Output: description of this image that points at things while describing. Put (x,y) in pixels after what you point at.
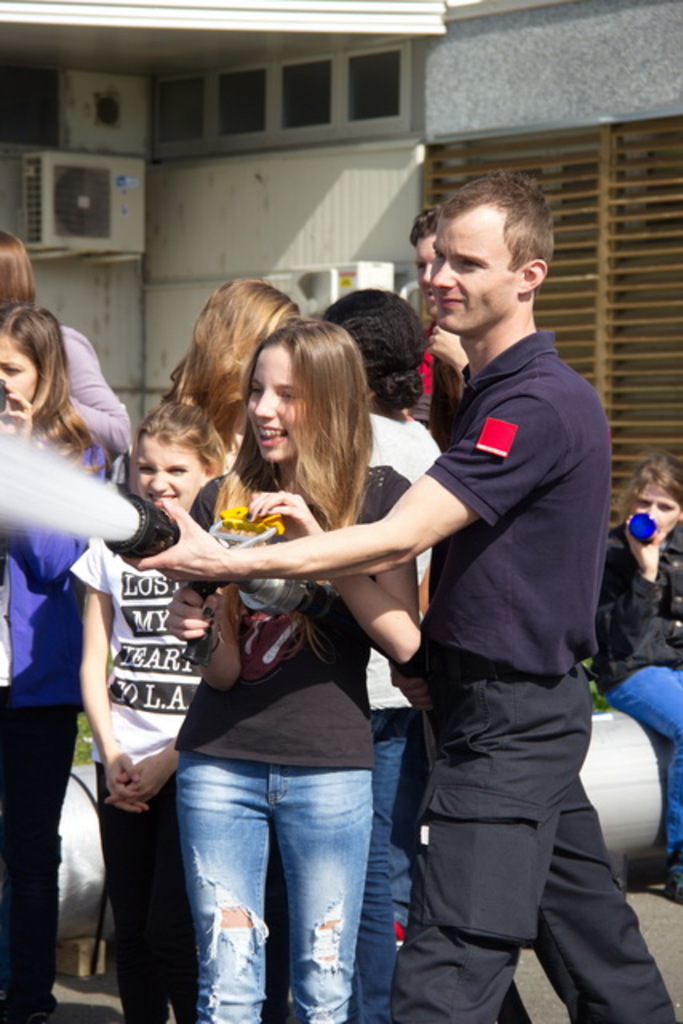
In the image we can see there are many people (309,729) standing, wearing clothes (309,677) and there is a person (643,664) sitting. We can even see water (45,464) and a pipe (240,596), this is a fence (662,292), building (339,100) and a grass (82,737). This is a footpath (659,907).
